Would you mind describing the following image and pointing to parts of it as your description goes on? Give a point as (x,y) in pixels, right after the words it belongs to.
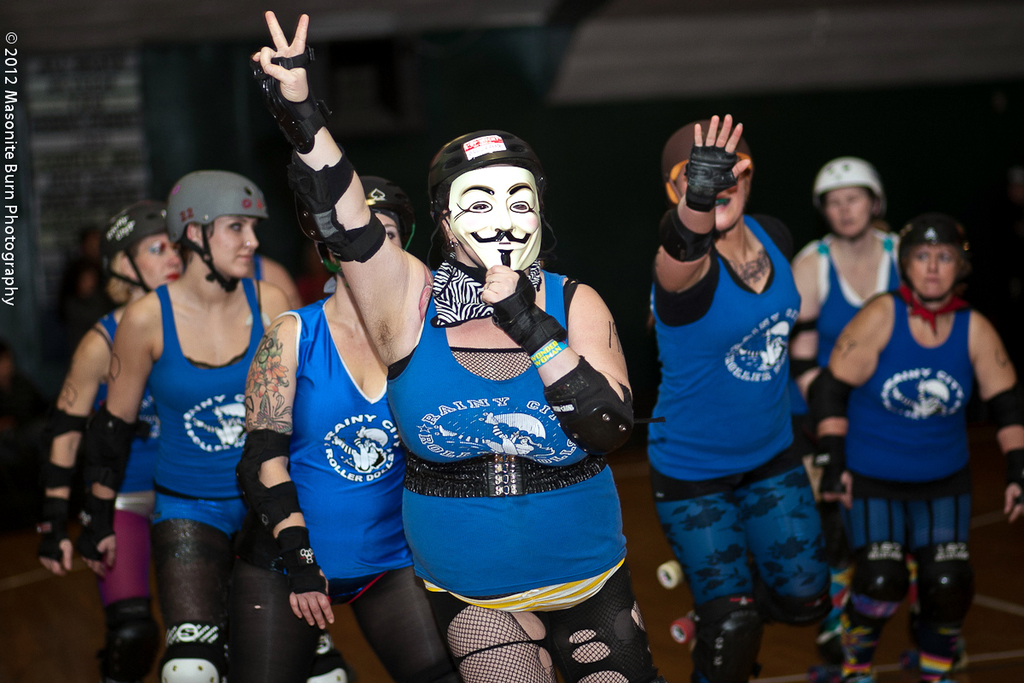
Here I can see few people (450,468) wearing t-shirts (192,440), helmets (222,193) on their heads (922,268) and walking on the ground (672,641). The person (470,481) who is in the front (495,385) holding a mask (467,220) in the hand (510,281). The background (400,92) is in black color. On the left side of the image (10,152) I can see some edited text (14,201).
